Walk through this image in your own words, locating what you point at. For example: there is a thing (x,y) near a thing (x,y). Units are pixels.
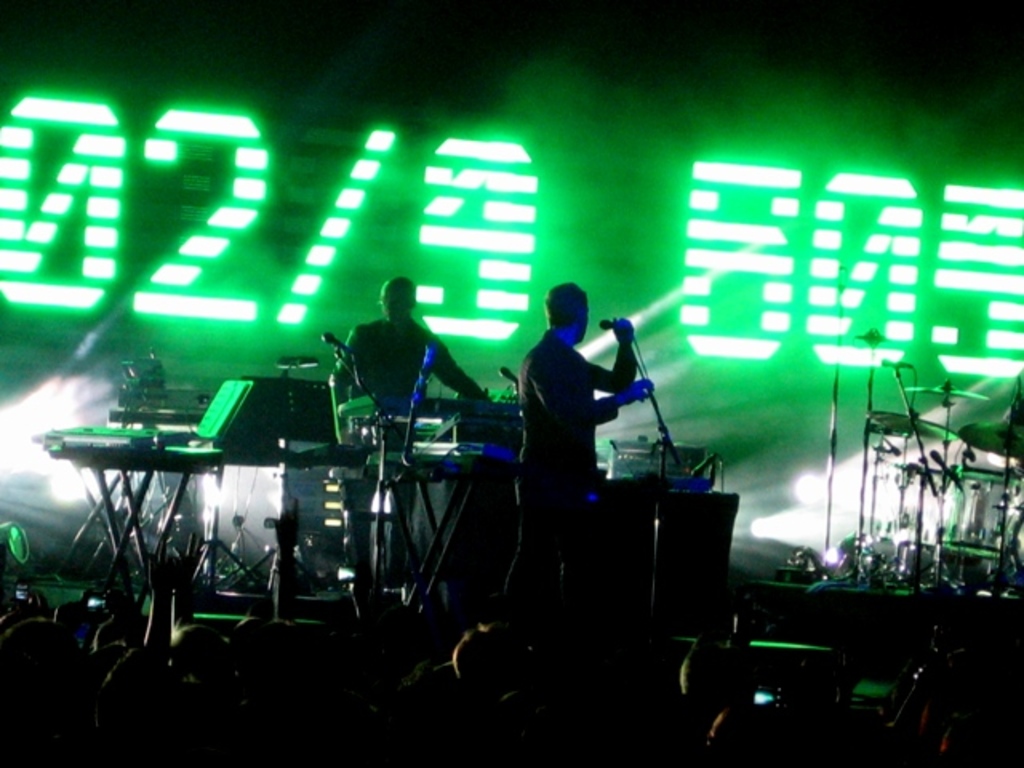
In this image, in the middle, we can see a man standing and holding a microphone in his hand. In the background (132,445), we can see some musical instruments (443,403), microphones (515,389) and a person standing in front of a musical instruments (502,457). LCD display (853,280). At the top (664,13), we can see black color, at the bottom (846,711), we can see a group of people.
